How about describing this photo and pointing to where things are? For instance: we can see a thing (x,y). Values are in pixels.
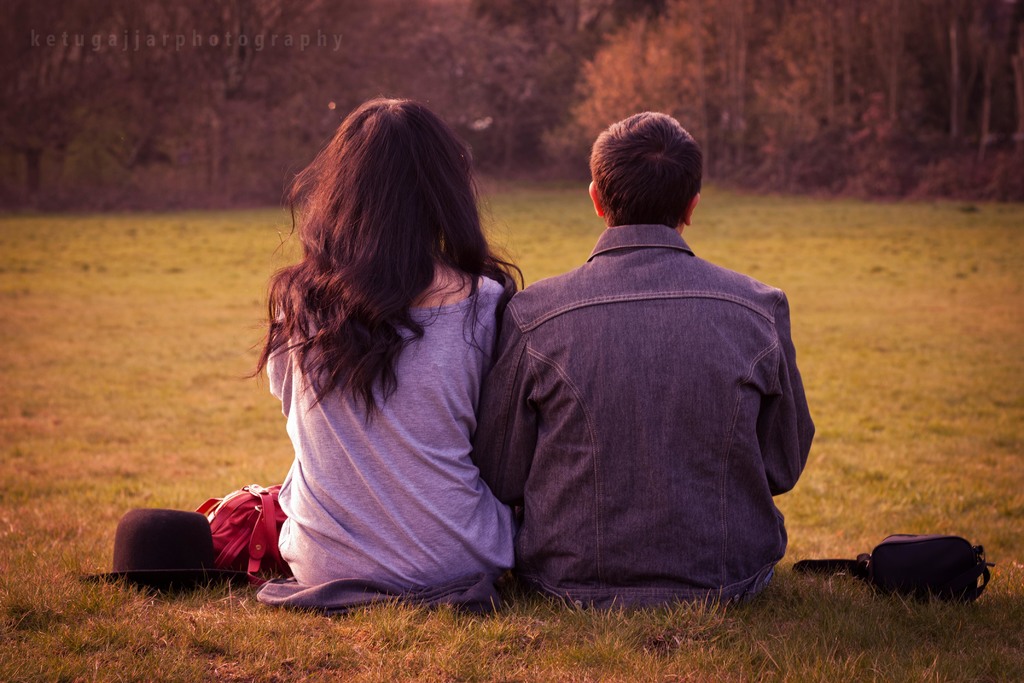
In the image there is a man (666,196) and woman (415,561) sitting on the grassland (217,336) with bags (913,579) on either side of them, in the front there are trees (616,85).
